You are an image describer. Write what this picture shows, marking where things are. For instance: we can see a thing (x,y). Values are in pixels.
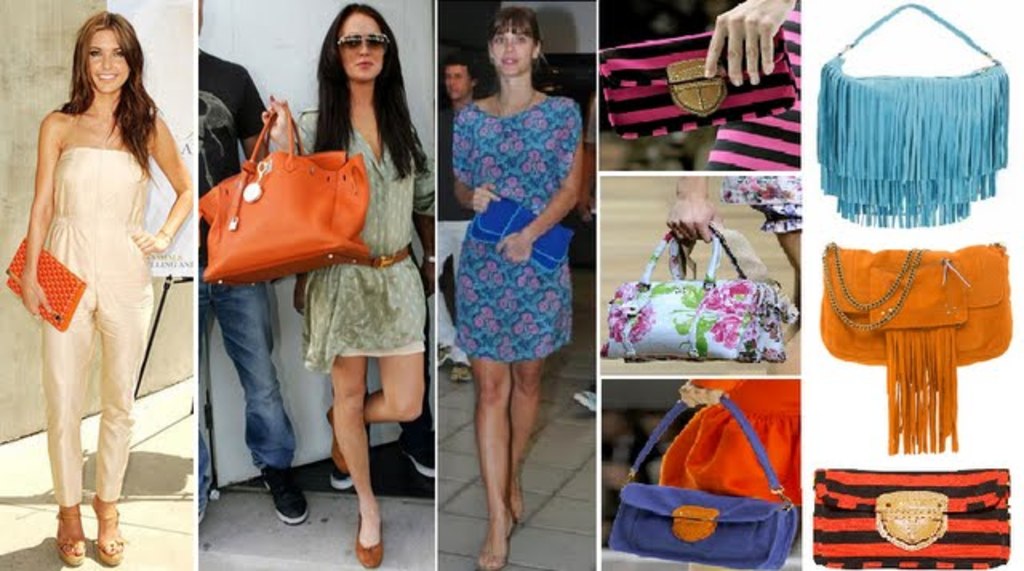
In the image we can see the image is a collage of a pictures and in which women (162,241) are standing and they are holding purses (49,269) and bag (671,307) and over here we can see there are three bags (707,278).
